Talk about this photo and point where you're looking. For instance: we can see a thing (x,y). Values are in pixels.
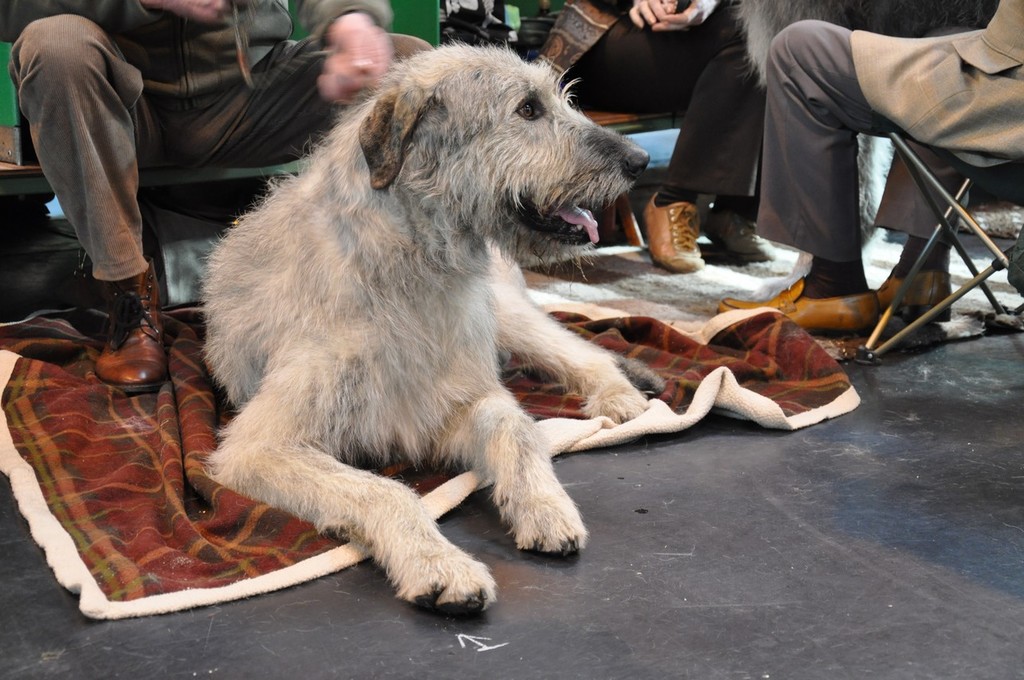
This image is taken indoors. At the bottom of the image (814,553) there is a floor (297,615) with a mat (700,401). In the middle of the image (446,231) a dog (489,305) is lying on the mat (645,348). At the top of the image (234,141) two men (607,14) are sitting on the chairs (10,144) On the right side of the image (901,189) a man (828,238) is sitting on the chair (981,237).
